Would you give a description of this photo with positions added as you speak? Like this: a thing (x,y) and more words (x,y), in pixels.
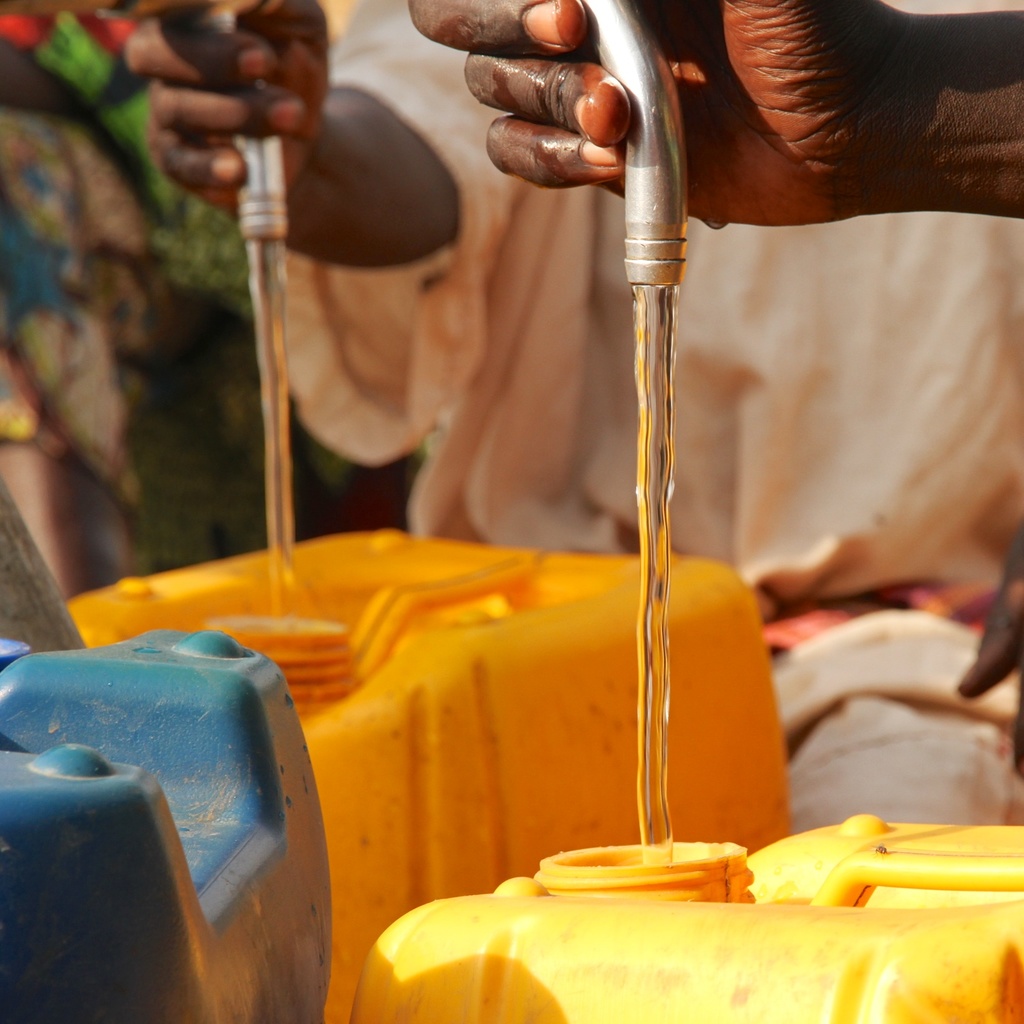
In this image there are hands (745,119) of two people (604,108) holding pipes (677,184). There is the liquid (648,333) flowing from the pipes (280,199). At the bottom (384,895) there are cans (440,858). The liquid (652,647) is flowing into the cans (261,624).
